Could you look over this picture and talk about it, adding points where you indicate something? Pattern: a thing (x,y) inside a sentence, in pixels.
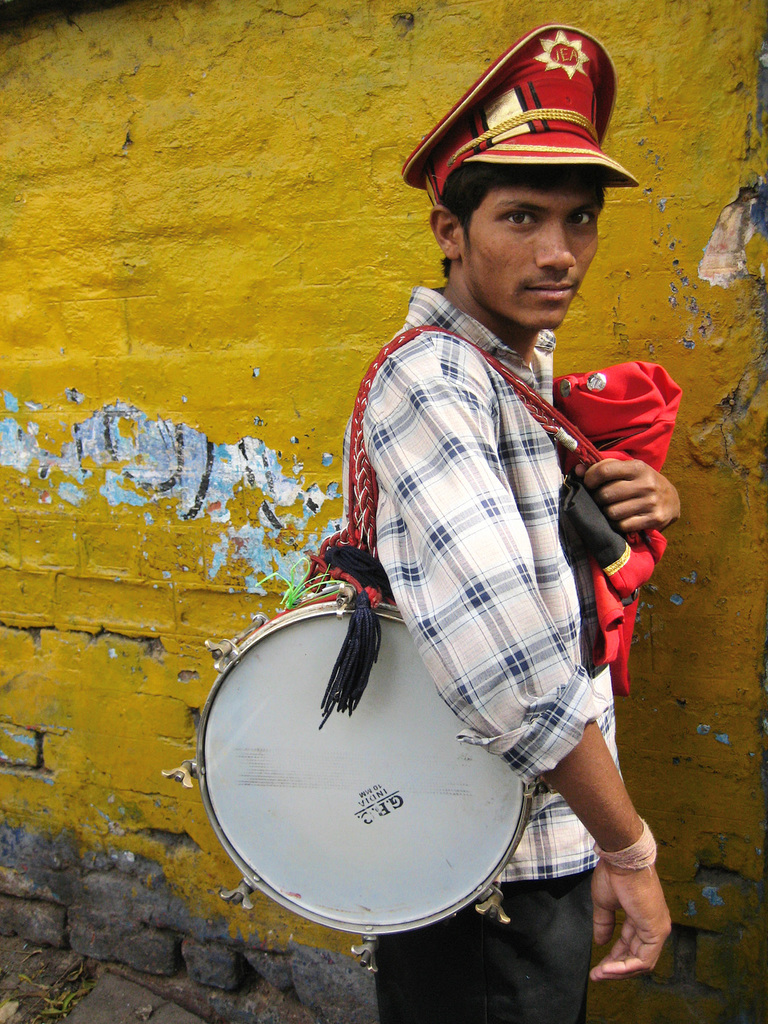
There is a man (430,616) in the picture holding a drum (362,776) on his shoulders (390,411). He's wearing a hat (525,132) and holding a dress (590,557) in his hand (609,460). In the background (203,413), there is a yellow colored wall (187,319).
